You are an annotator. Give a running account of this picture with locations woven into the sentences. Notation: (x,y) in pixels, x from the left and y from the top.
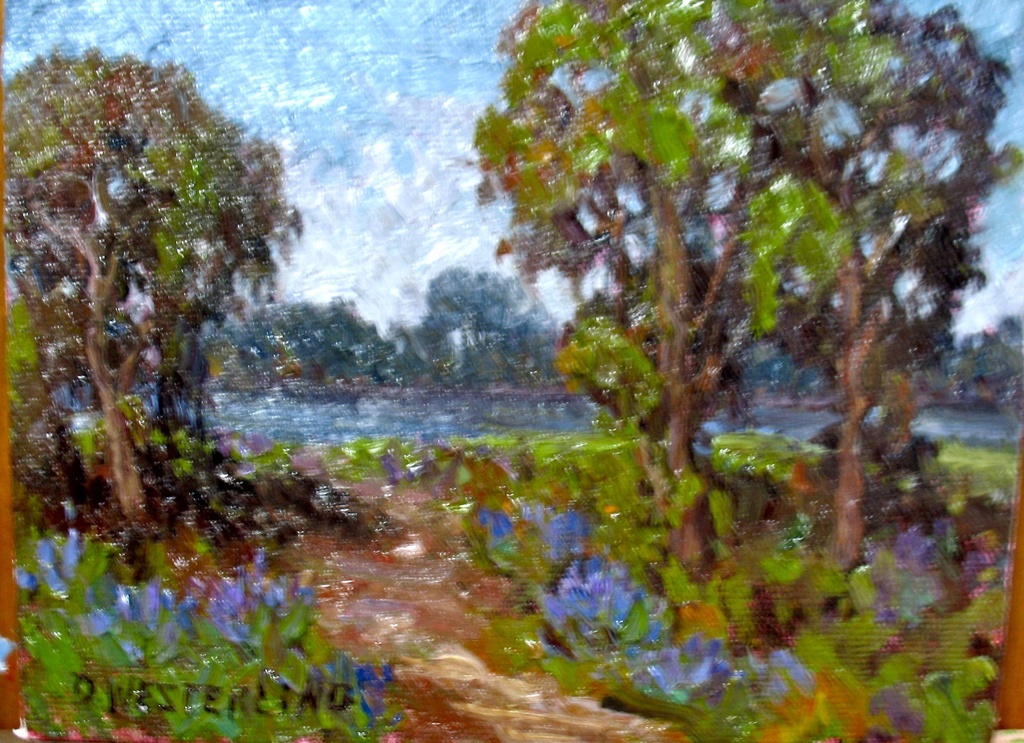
In this image, I can see a painting (158,504) of the trees (158,375), plants (609,512), water (447,414) and the sky (427,94). At the bottom left corner of the image (211,694), I can see the words (173,695).
